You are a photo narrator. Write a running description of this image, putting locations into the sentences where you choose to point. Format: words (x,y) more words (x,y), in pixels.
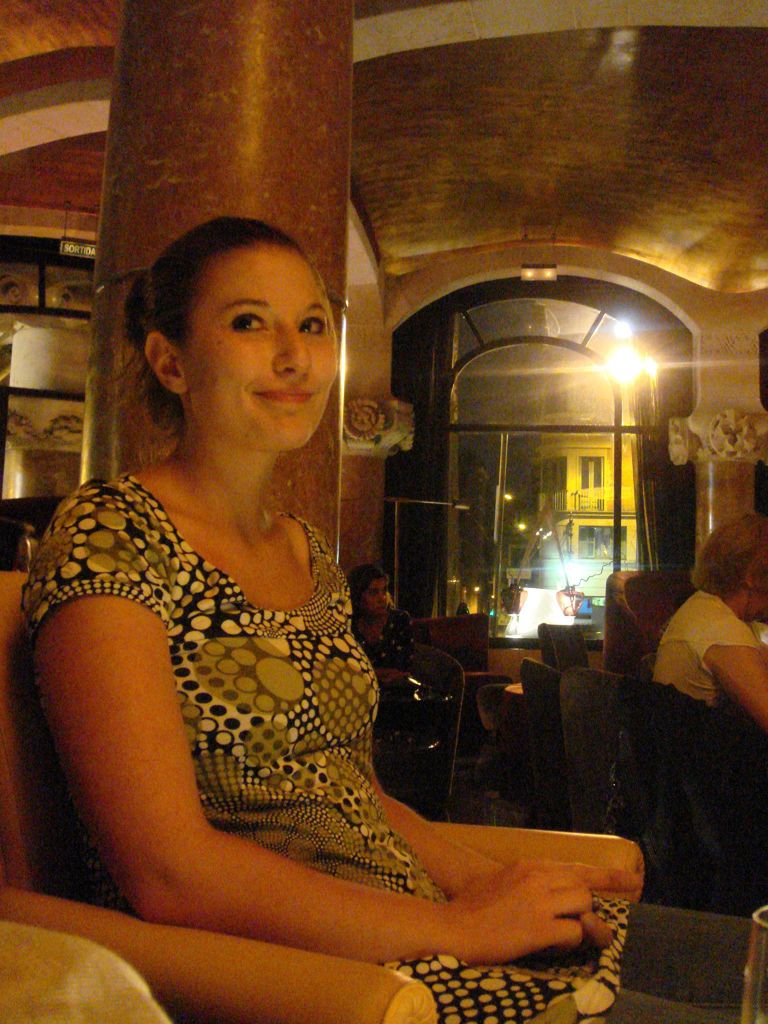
In this picture there is a woman (290,709) sitting in a sofa (314,980) and there are two other persons (397,667) sitting in the background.
